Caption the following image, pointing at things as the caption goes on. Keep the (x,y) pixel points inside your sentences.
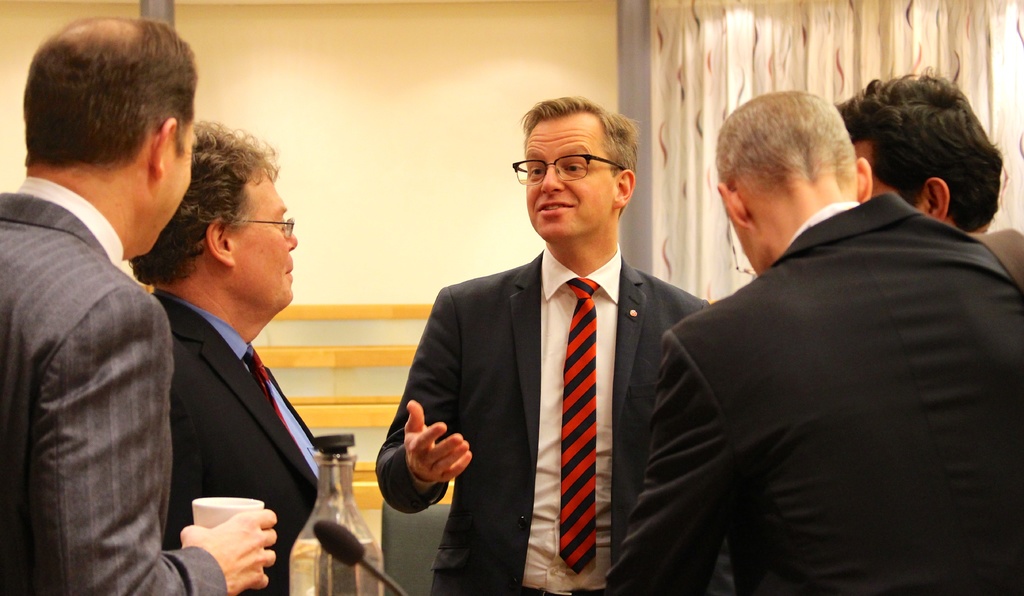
In this image we can see these people (511,496) wearing blazers (843,474) are standing here, we can see this person (200,562) is holding a white glass (247,506) in his hands (208,529). Here we can see the water bottle (331,469) and mic (362,556). In the background (684,34), we can see wall (556,51) with different pattern (691,93).
